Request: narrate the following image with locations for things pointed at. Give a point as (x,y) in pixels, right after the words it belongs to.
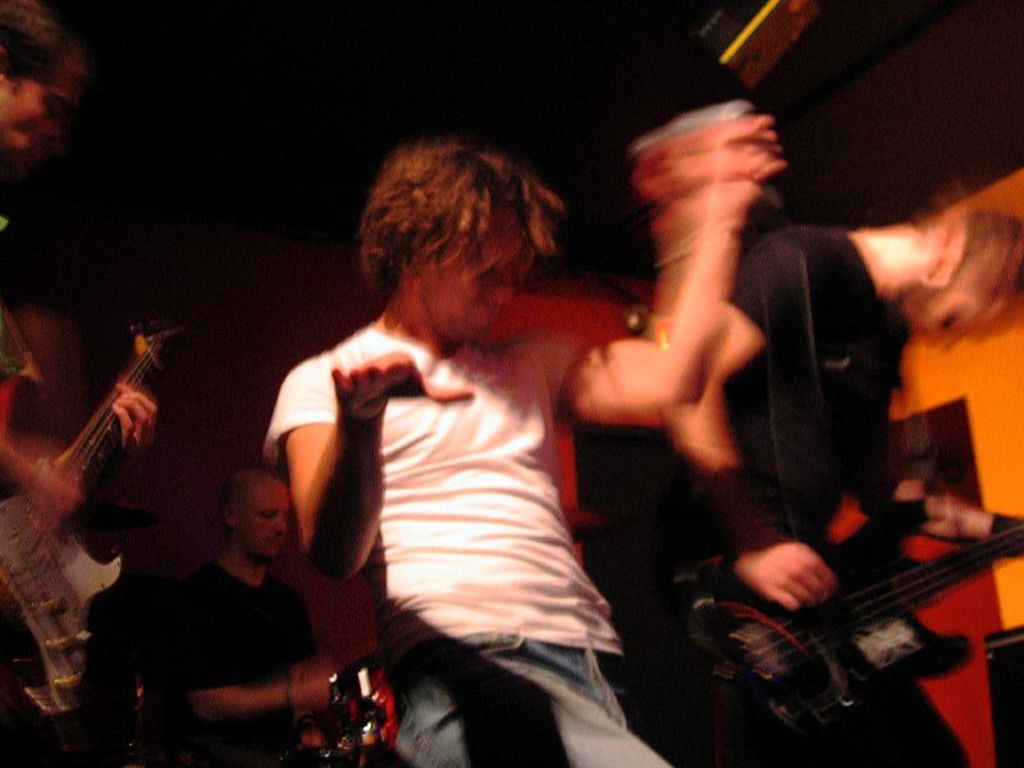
There is a person (457,447) in white color t-shirt (482,573), standing. On both sides of him, other persons (22,249) standing and holding guitars (931,572). In the background (243,686), there is a person (243,627) sitting and playing drums (358,686), there is a wall (985,398) which is in yellow color and other items (1017,649).
